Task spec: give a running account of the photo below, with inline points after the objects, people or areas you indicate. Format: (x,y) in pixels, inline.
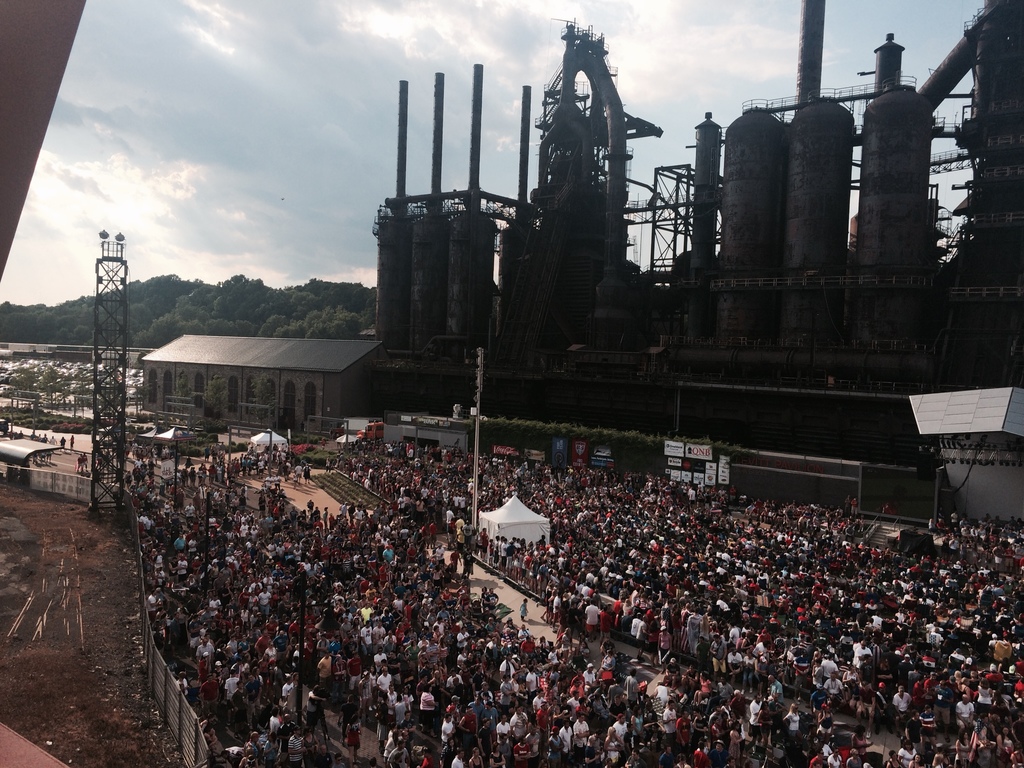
In this image we can see a crowd (506,560) standing on the road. In the background (414,86) we can see sky (336,65) with clouds (475,50), towers (572,36), buildings (187,348), trees (262,332), motor vehicles (371,429), tents (526,503) and factory equipment (557,257).
